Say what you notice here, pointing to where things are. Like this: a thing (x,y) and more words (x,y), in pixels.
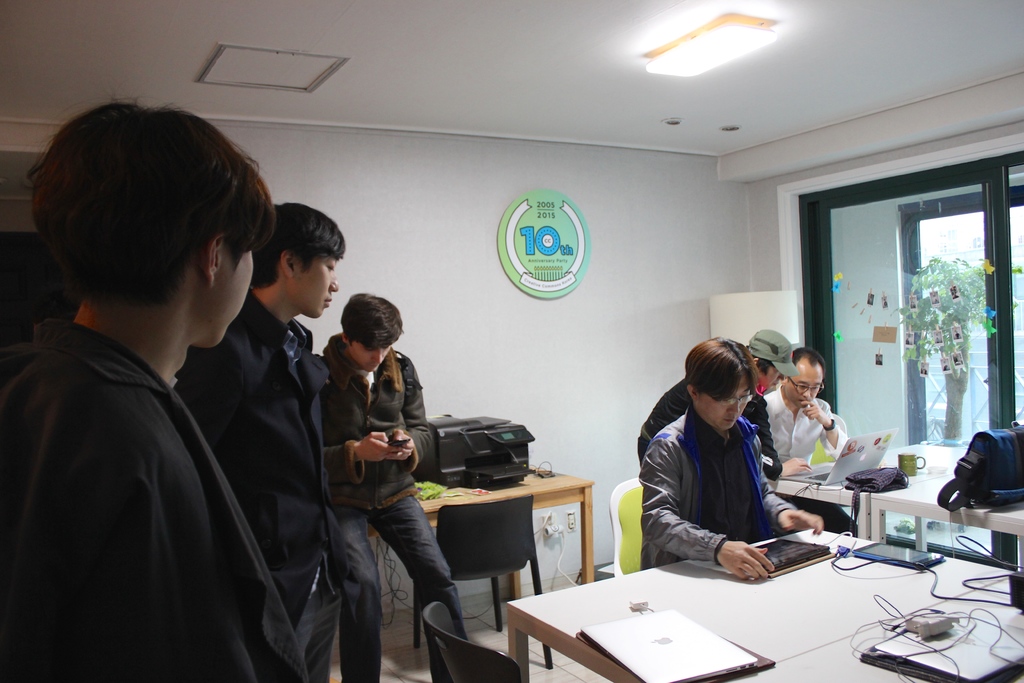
In this picture there are group of people (371,401) those who are standing at the left side of the image (285,546) and there are two people (804,456) those who are sitting on the chairs (638,529) with laptops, there is a table (567,501) and a printer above the table (558,489), there is a window (961,170) at the right side of the image (946,272), it seems to be a staff room (344,195).
